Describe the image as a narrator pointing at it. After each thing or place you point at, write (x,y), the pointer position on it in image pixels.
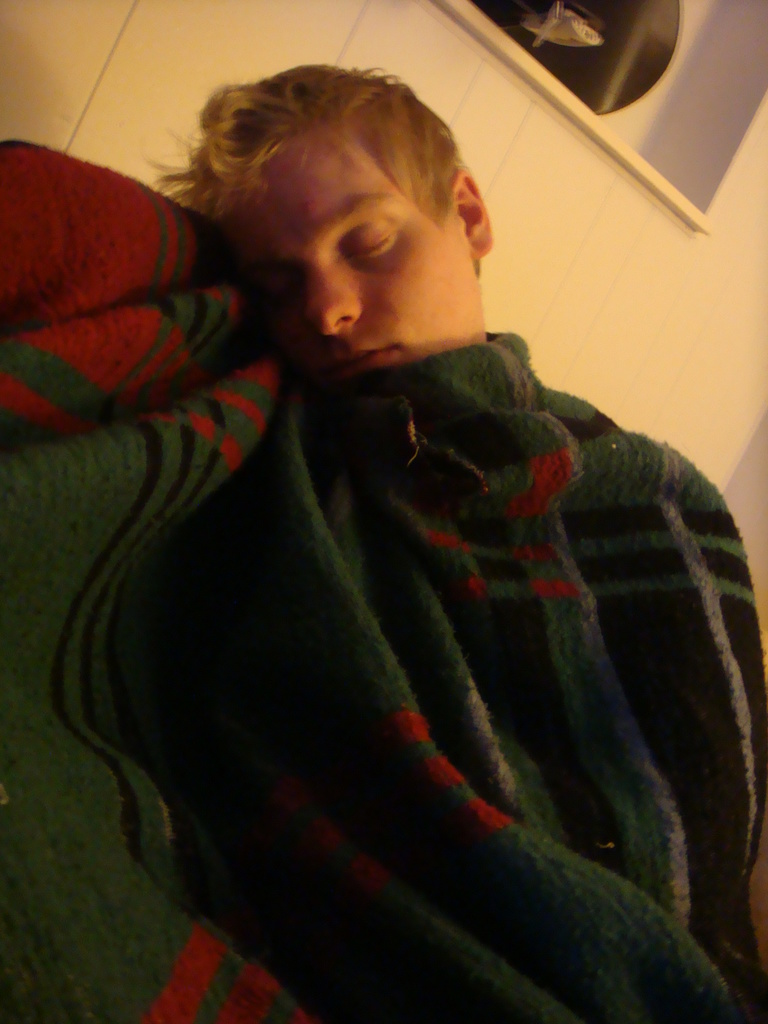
In this image there is a person (405,253) sleeping by covering the blanket (515,554). Behind him there is a wall (595,241) with the shelf (627,126) and some object (622,84) on it.
